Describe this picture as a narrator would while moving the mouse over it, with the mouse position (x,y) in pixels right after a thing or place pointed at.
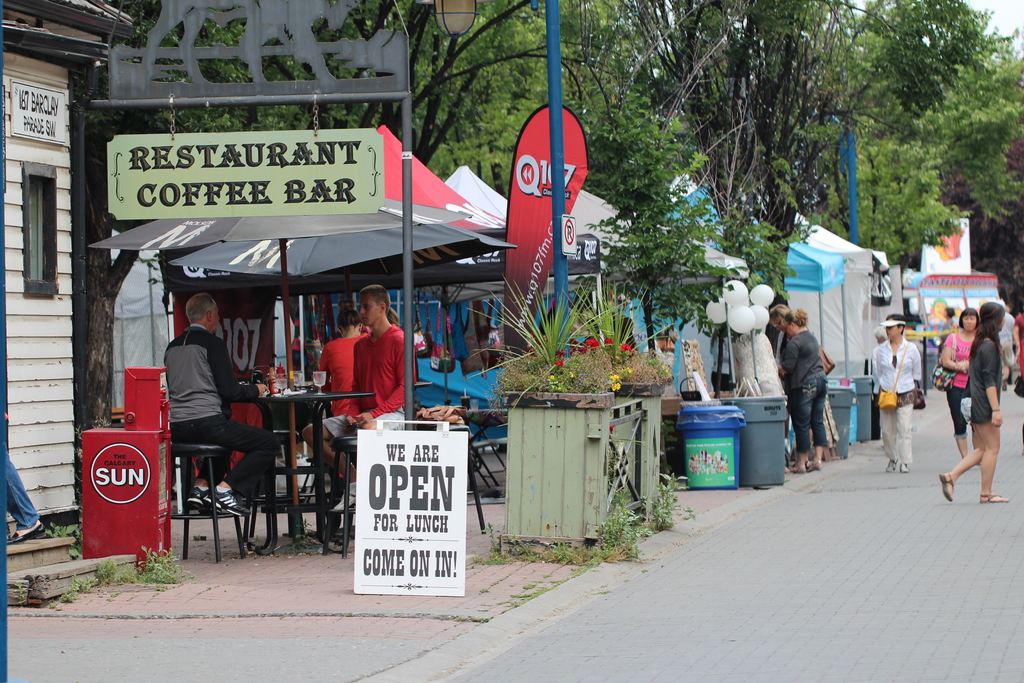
In this image there are so many canopies (487,232), beneath the canopy (429,174) there are tables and chairs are arranged, on the one of the table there are a few objects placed and there are a few people (368,312) sitting on the chairs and few are standing in front of the stalls (355,293), there are some objects (452,341), boards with some text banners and balloons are there. There are a few people (905,402) walking on the road (776,513). On the left side of the image (84,263) there is a house (65,181). In the background (458,69) there are trees (581,82).
